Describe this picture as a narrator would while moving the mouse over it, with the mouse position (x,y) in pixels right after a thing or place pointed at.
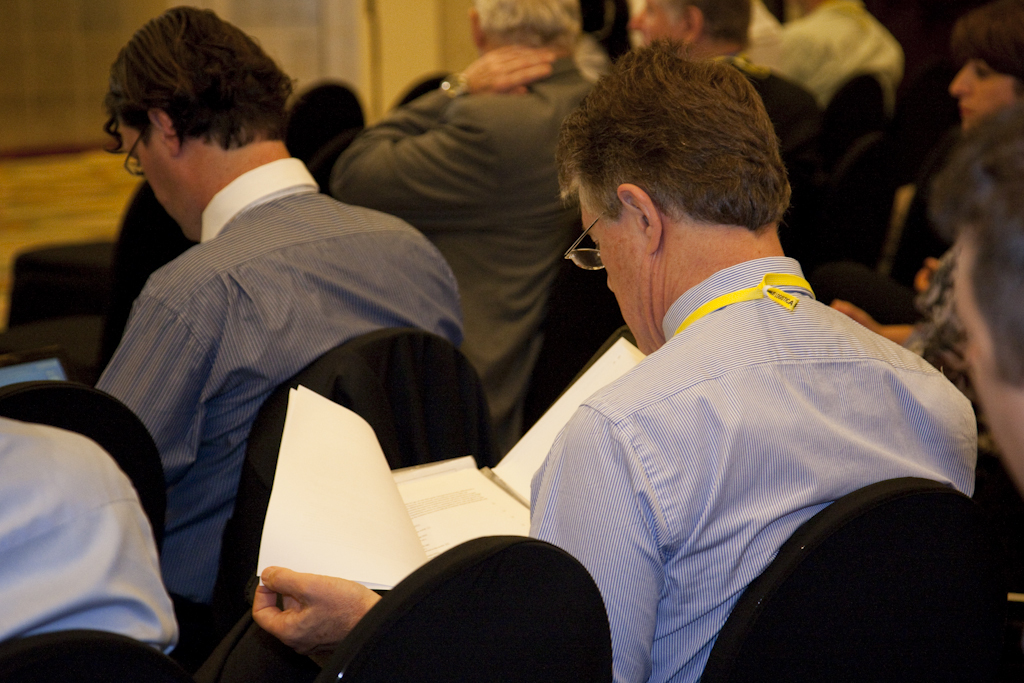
In this picture I can see group of people (322,270) are sitting on the chairs (279,396). These men (590,437) are holding some objects (460,517) and wearing spectacles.
